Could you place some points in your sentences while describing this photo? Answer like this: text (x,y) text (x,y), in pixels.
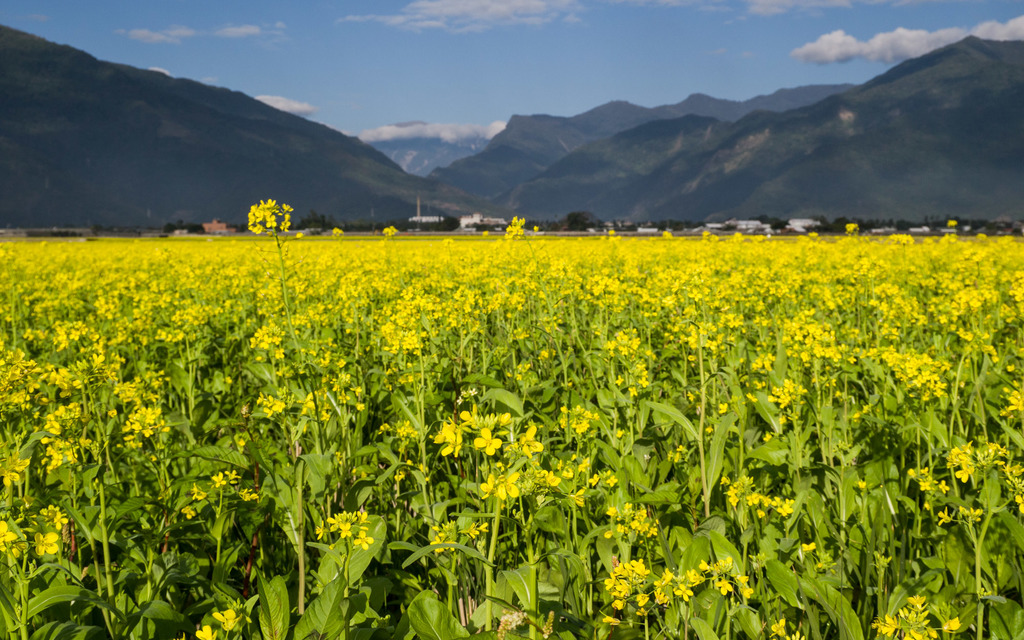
In the picture I can see flower plants (456,391). These flowers (334,385) are yellow in color. In the background (383,170) I can see mountains (526,170), buildings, trees (379,218) and the sky (412,84).
